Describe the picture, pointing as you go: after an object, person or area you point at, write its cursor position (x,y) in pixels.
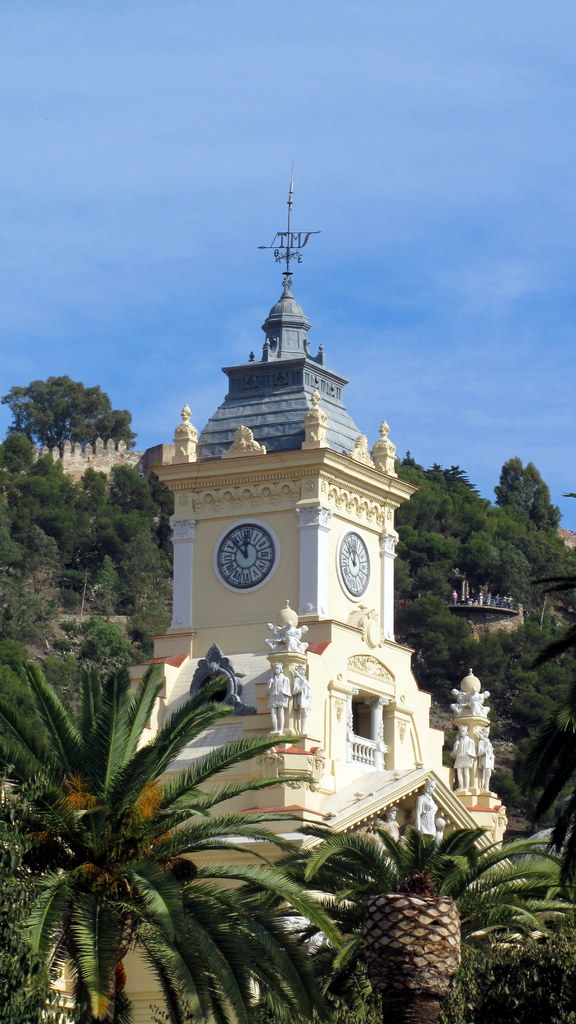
This image consists of many trees (170,895). In the middle (233,523), there is a clock tower (275,538). At the top (264,97), there is a sky (301,152). And we can see the sculptures (302,702) near the building (407,723).
